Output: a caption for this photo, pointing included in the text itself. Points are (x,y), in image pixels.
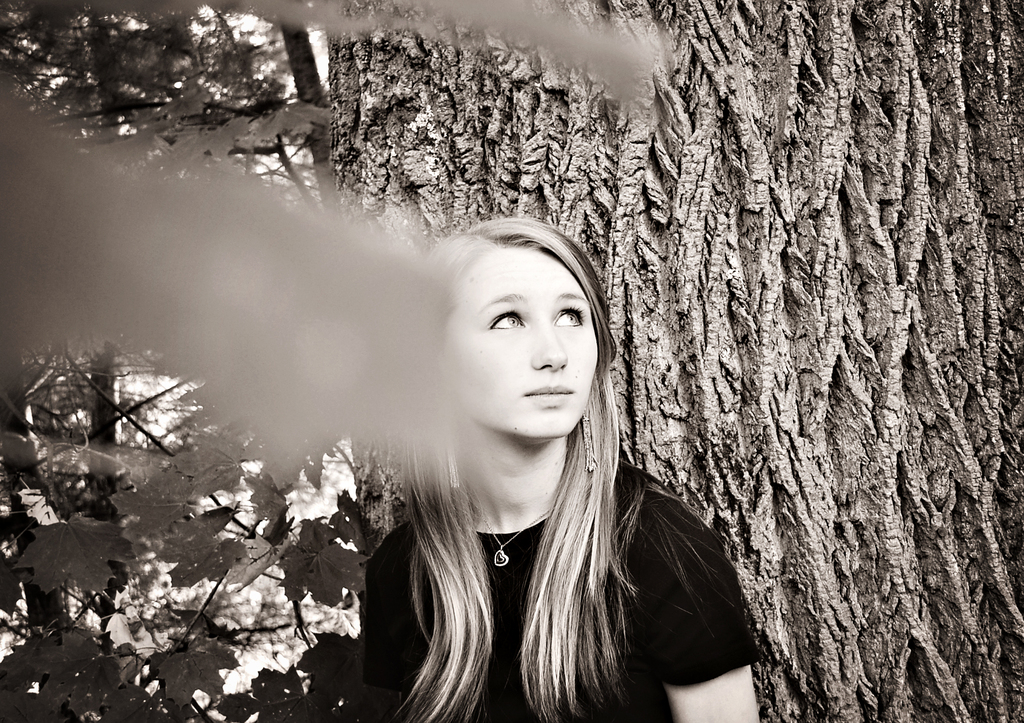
In this image we can see a woman (459,384), there are trees (430,242) and the picture is taken in black and white mode.
